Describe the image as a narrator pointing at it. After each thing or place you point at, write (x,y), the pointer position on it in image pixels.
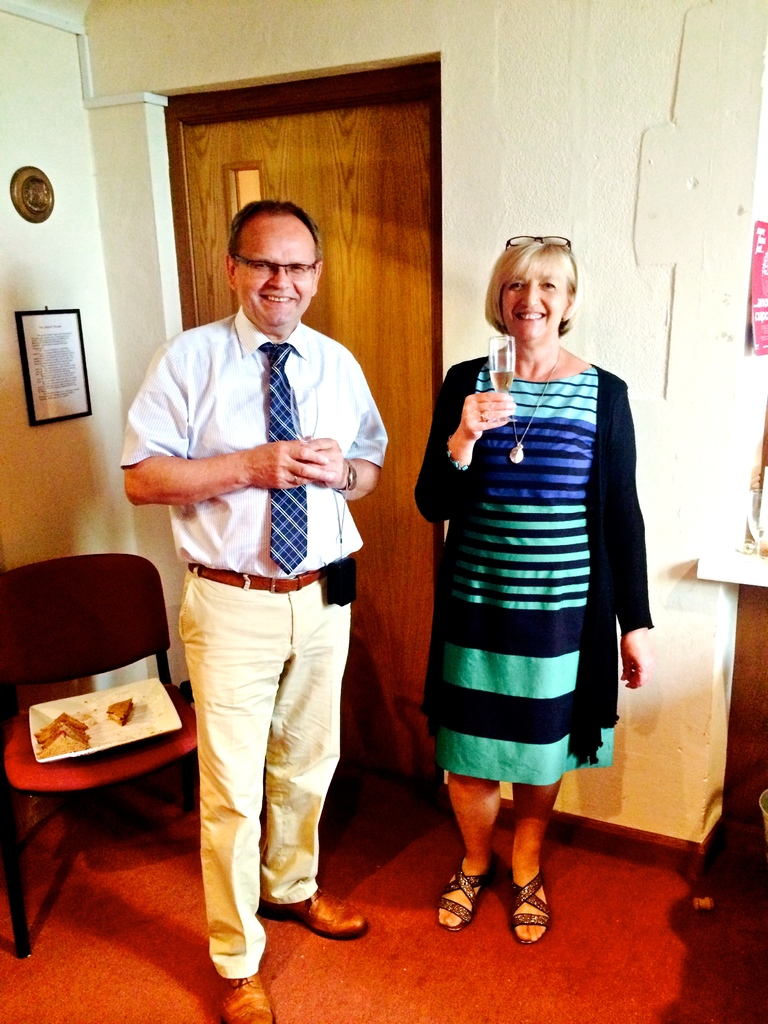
In this picture there is a man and a woman (503,493) in the center of the image (488,618) and there is a door (384,111) in the background area of the image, there is a chair (186,732) on the left side of the image (185,725).
